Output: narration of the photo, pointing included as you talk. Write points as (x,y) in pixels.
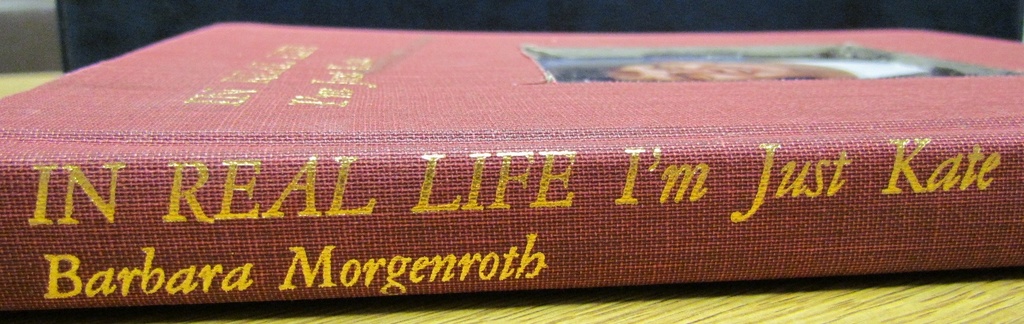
In this picture, we can see the book (591,142) with some text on it, and the book (515,147) is on an object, we can see the background (81,17).
